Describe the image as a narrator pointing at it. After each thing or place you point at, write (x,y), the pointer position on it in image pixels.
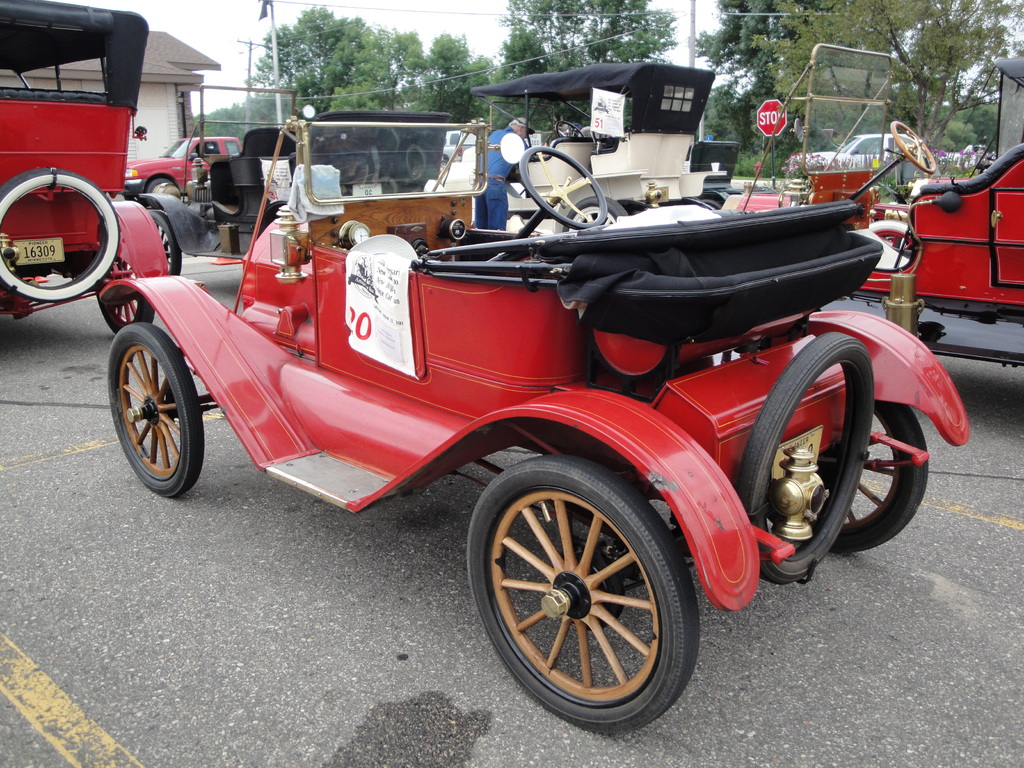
In the middle of the image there are some vehicles (508,230) on the road (1012,569). Behind the vehicles (550,160) a person (498,220) is standing and there are some trees (347,73), poles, sign boards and building (78,87). In the top left side of the image (283,17) there is sky (231,17).
